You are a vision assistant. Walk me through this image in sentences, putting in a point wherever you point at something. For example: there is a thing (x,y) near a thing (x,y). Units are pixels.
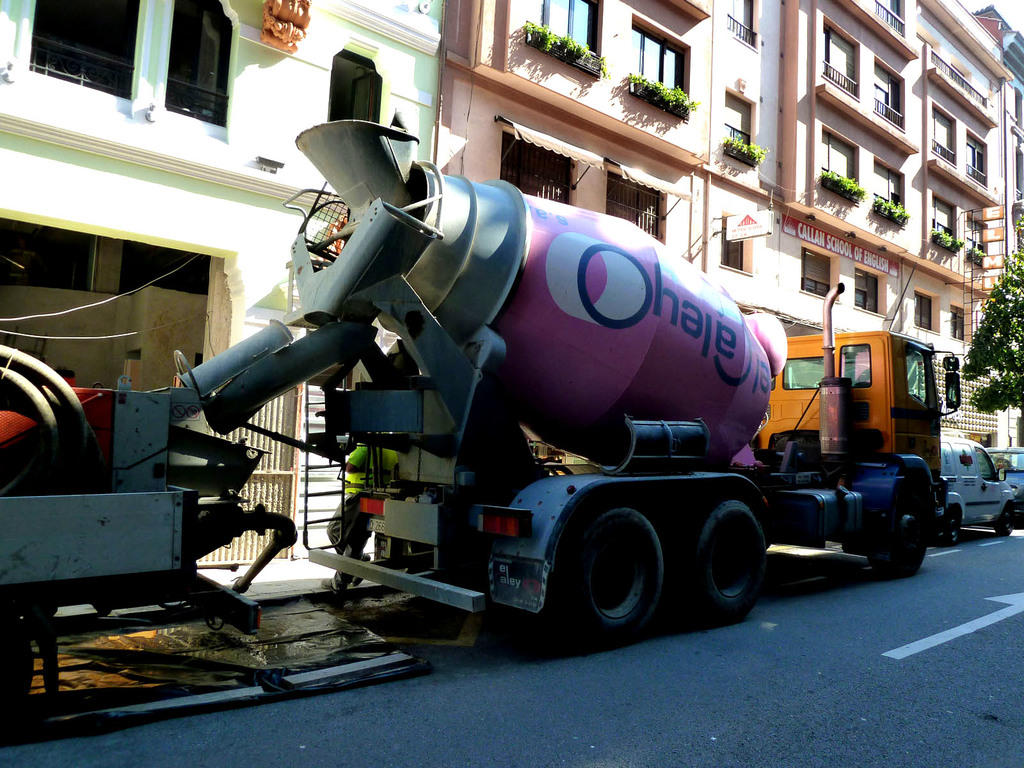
In the image there is a truck (833,429) and in front of the truck (732,392) there are two other vehicles (988,453). Behind the vehicles (406,252) there's a huge building (531,139) and on the right side (980,368) there is a tree (1007,352).
